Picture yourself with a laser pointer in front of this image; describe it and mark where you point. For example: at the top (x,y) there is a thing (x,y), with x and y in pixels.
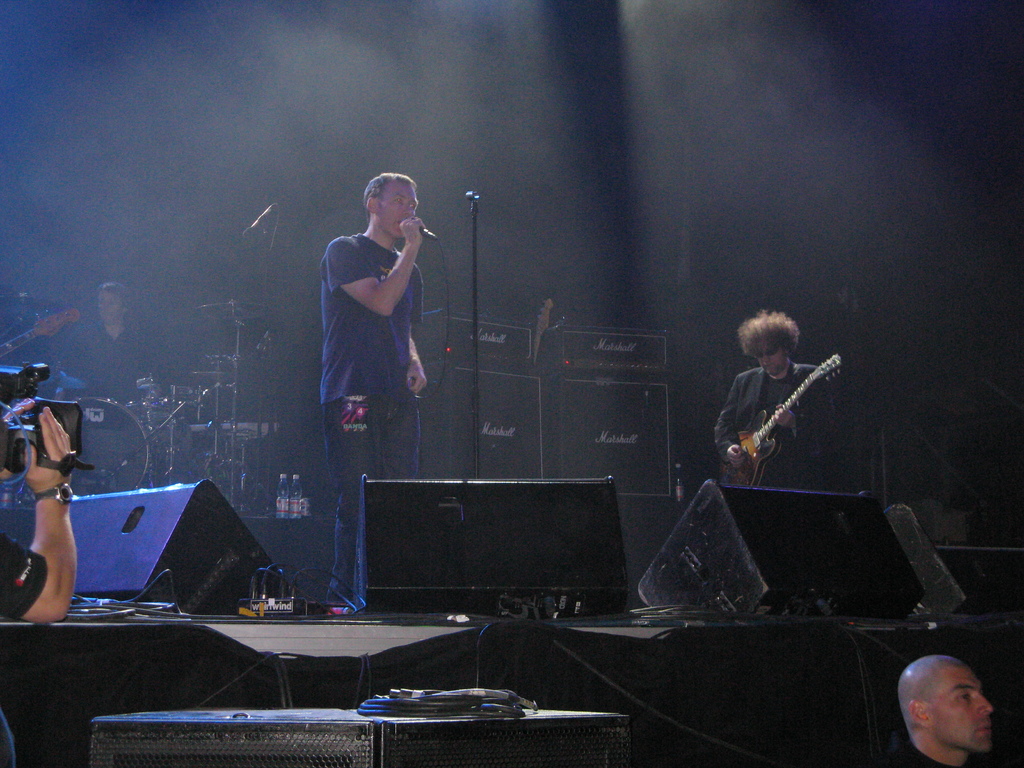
In this image i can see a person (353,474) standing on the floor (344,606) and he handle a mike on his hand (416,239) and right side (746,448) i can see a person (720,446) holding a guitar (764,445) and on the left side (44,506) i can see a hand (53,486), on the hand (51,538) i can see a watch (56,498) and camera (33,410) and back side of the image i can see a person (131,338) and there are some musical instruments (139,422) and right corner (973,730) i can see a person face (975,717). on the middle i can see a speaker (345,747) and on the speaker (421,723) i can see a wire (414,703).
